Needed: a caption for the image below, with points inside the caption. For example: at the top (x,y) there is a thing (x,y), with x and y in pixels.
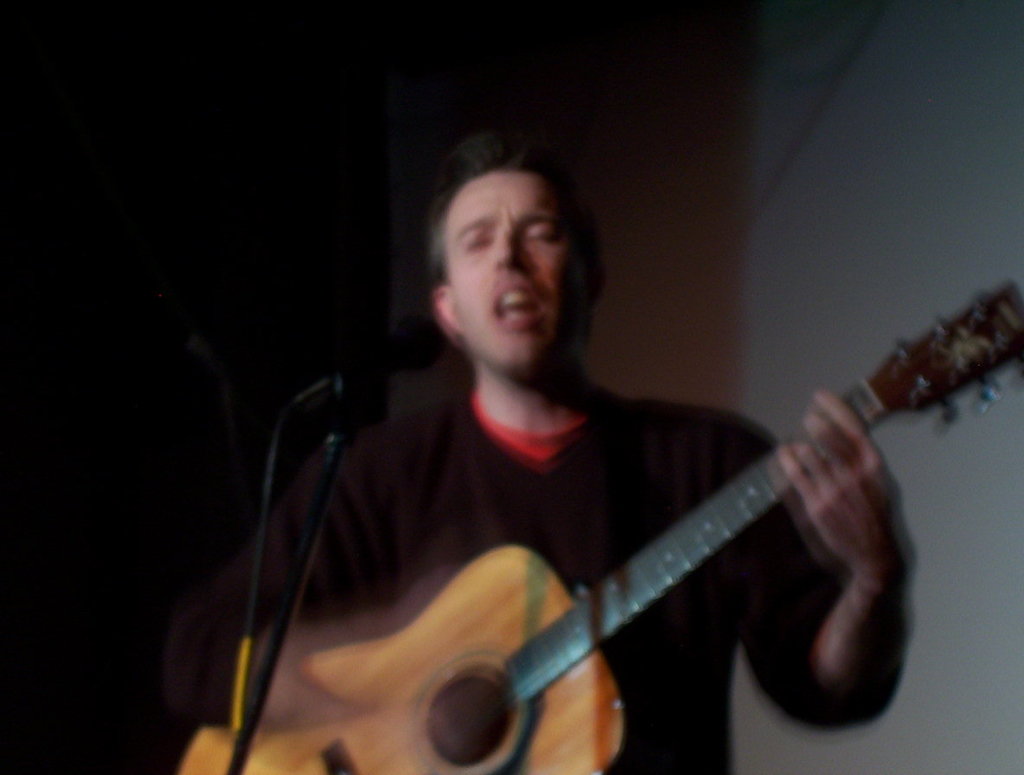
In the image we can see there is a person (548,543) who is standing and holding guitar (653,588) in his hand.
